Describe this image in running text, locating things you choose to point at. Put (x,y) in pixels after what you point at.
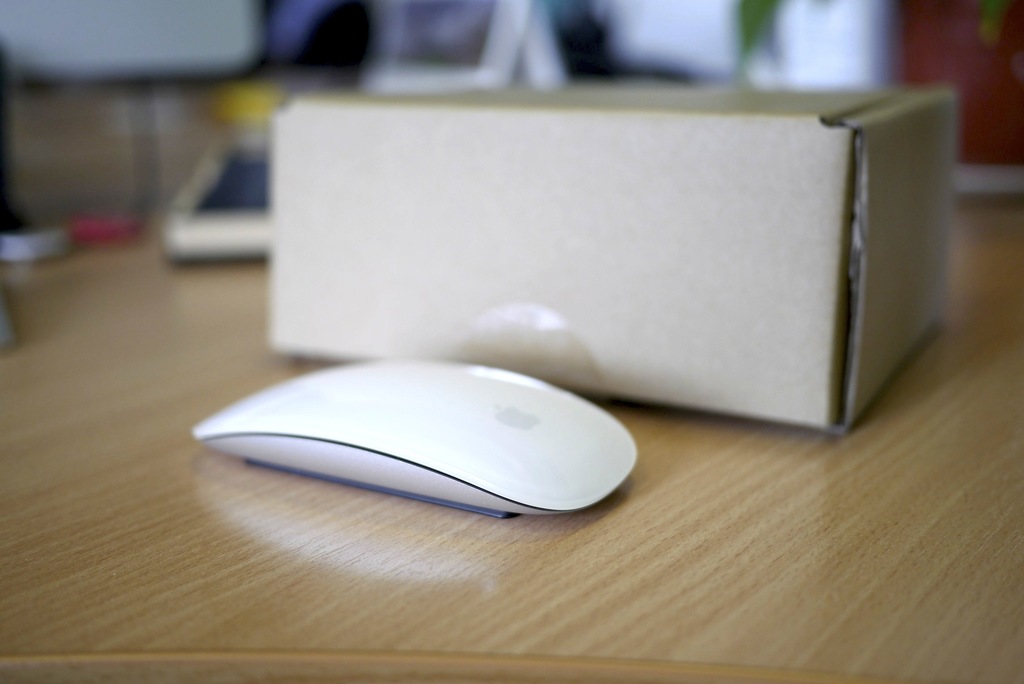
In the center of the image (601,304), we can see a box (573,310) and a mouse (415,439) are placed on the table (721,430) and in the background (201,79), there are some other objects (143,136).
